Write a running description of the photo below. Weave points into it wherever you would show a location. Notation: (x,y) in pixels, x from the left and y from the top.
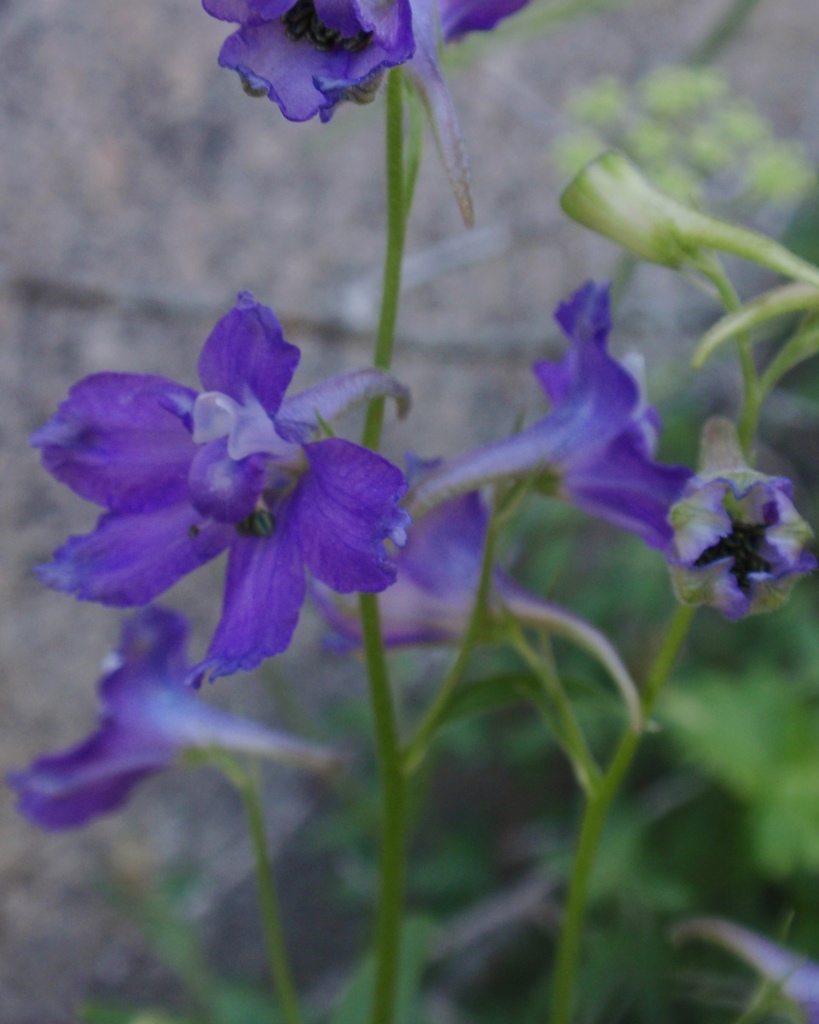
In this image, I can see a plant (179,742) with flowers (251,532). There is a blurred background (110,174).
